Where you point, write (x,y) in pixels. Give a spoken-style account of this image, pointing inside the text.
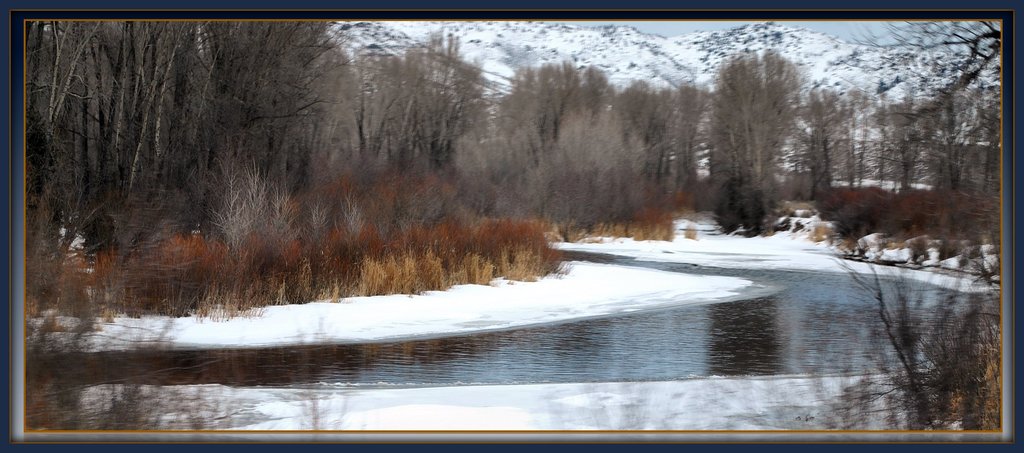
There is water (690,330). On the sides there is snow (723,245). Also there are plants (440,206) and trees (493,123). And there is border (140,18) for the image.
